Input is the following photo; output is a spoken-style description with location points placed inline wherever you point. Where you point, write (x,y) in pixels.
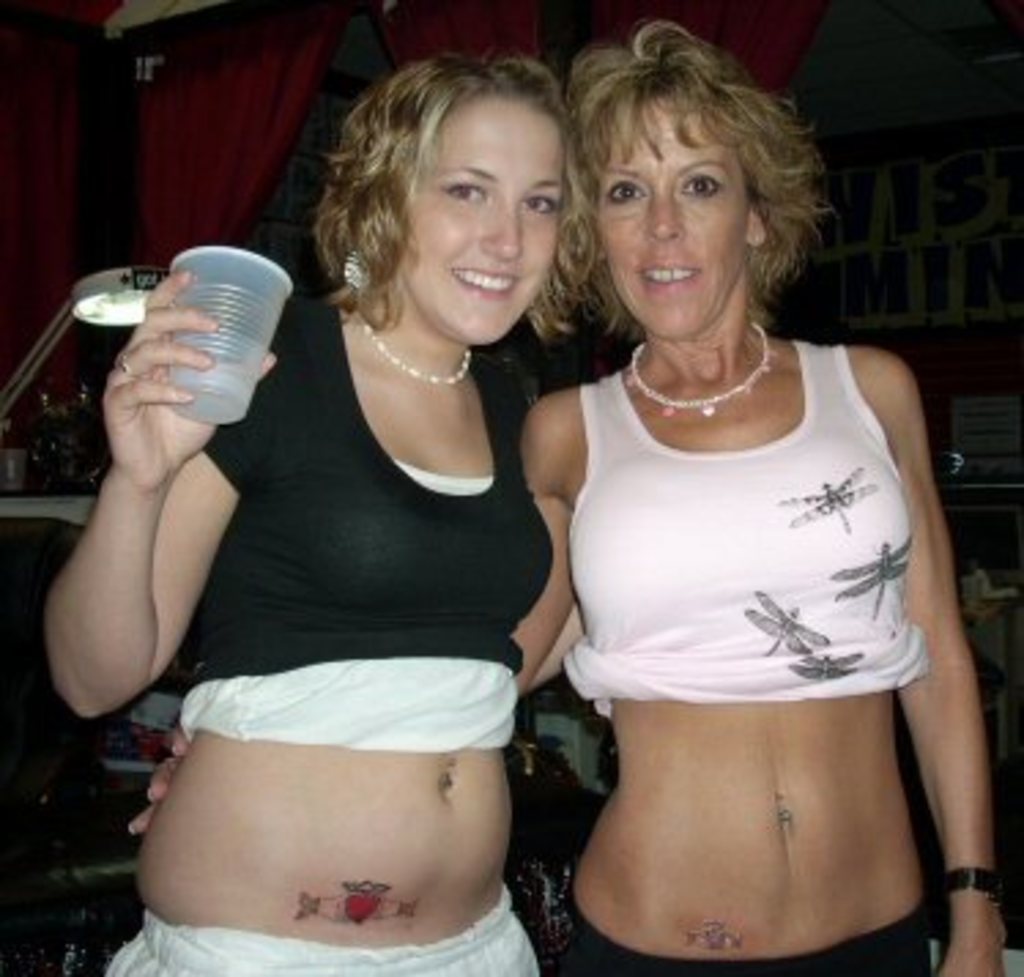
In this picture I can see two women (659,379) standing with a smile. I can see the curtains (266,186). I can see light (127,308) on the left side (128,314). I can see a woman (374,423) on the left (280,419) holding a glass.
